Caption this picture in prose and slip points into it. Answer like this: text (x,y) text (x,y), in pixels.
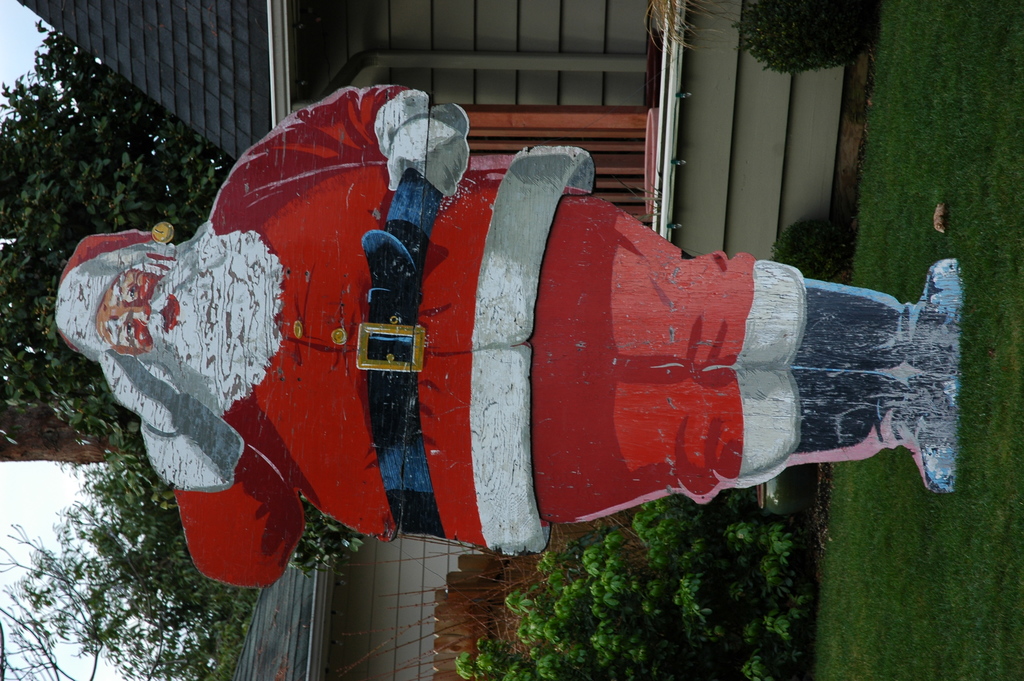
In this picture I can observe a large cutout of Santa Claus (374,378) on the ground (873,505). There is some grass (852,580) on the ground (893,591). In the background (594,567) I can observe some plants (596,582), houses (404,551), trees (175,617) and a sky (33,70).
